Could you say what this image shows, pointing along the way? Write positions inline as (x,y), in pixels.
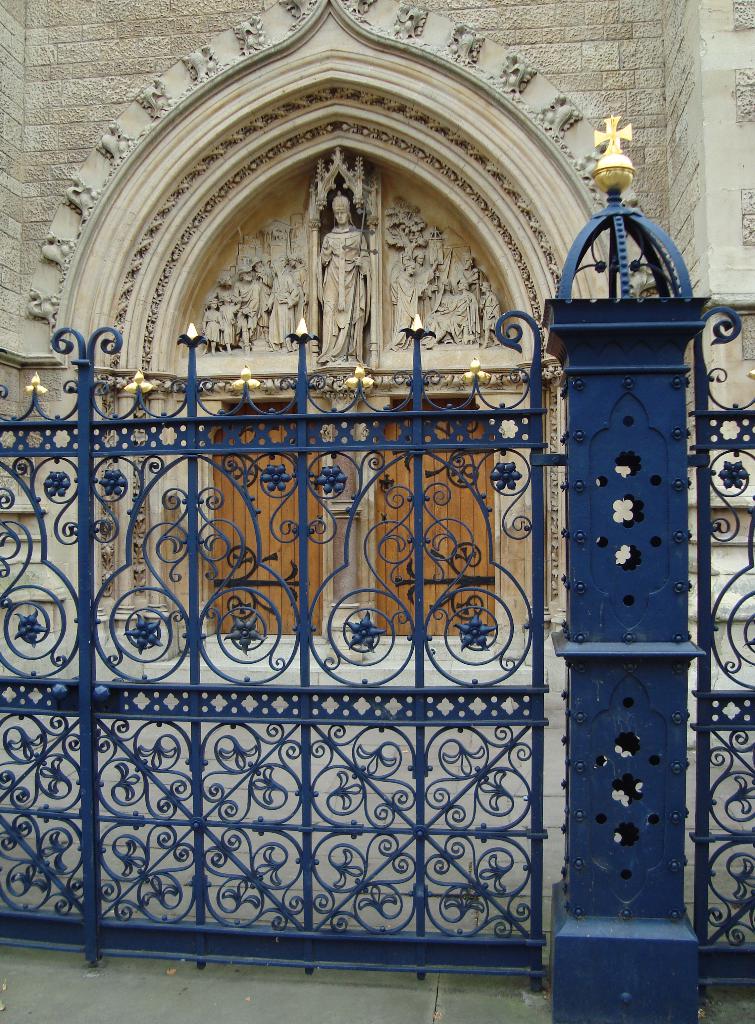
In this image there is a gate (373,642), behind the gate (247,370) there is a church (420,250).
